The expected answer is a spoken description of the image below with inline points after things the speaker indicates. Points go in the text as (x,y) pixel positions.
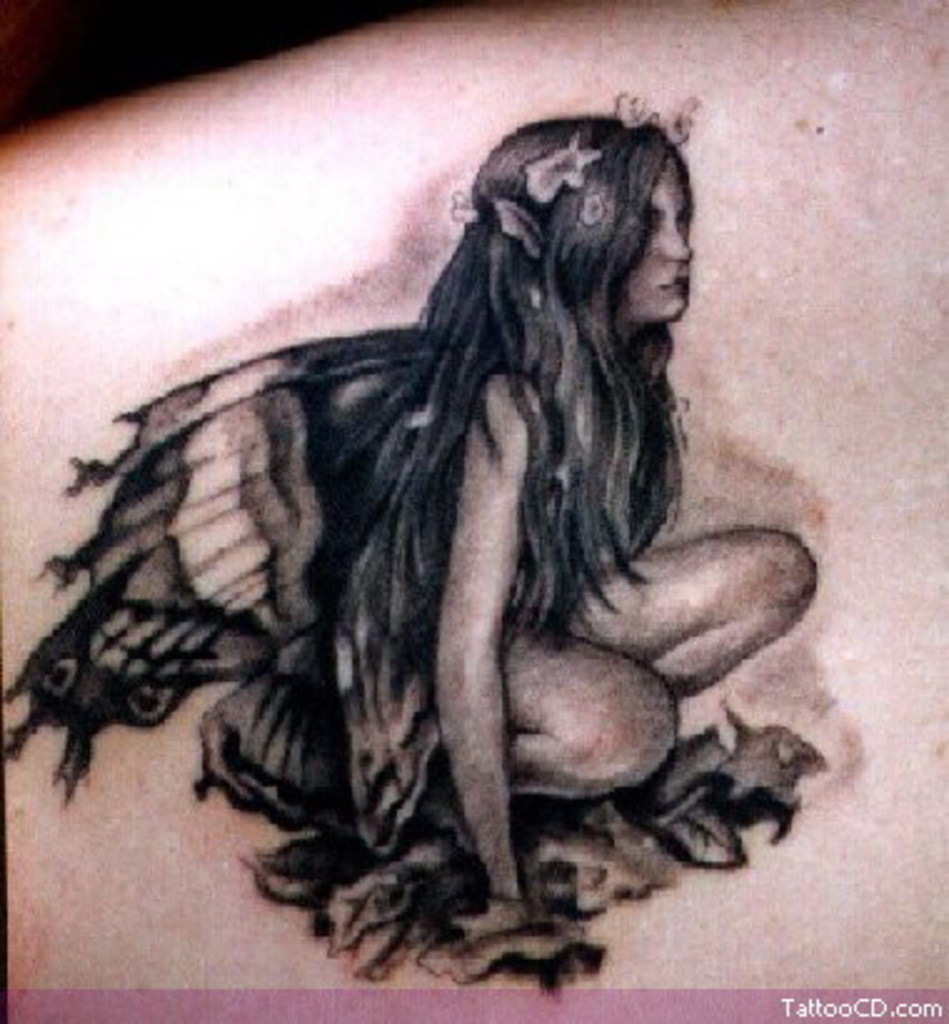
In this image, I can see the tattoo (298,454) on the skin (359,209). This tattoo (510,445) is of the woman (501,549) with wings (283,433). At the bottom of the image (851,1002), I can see the watermark (809,1004).
